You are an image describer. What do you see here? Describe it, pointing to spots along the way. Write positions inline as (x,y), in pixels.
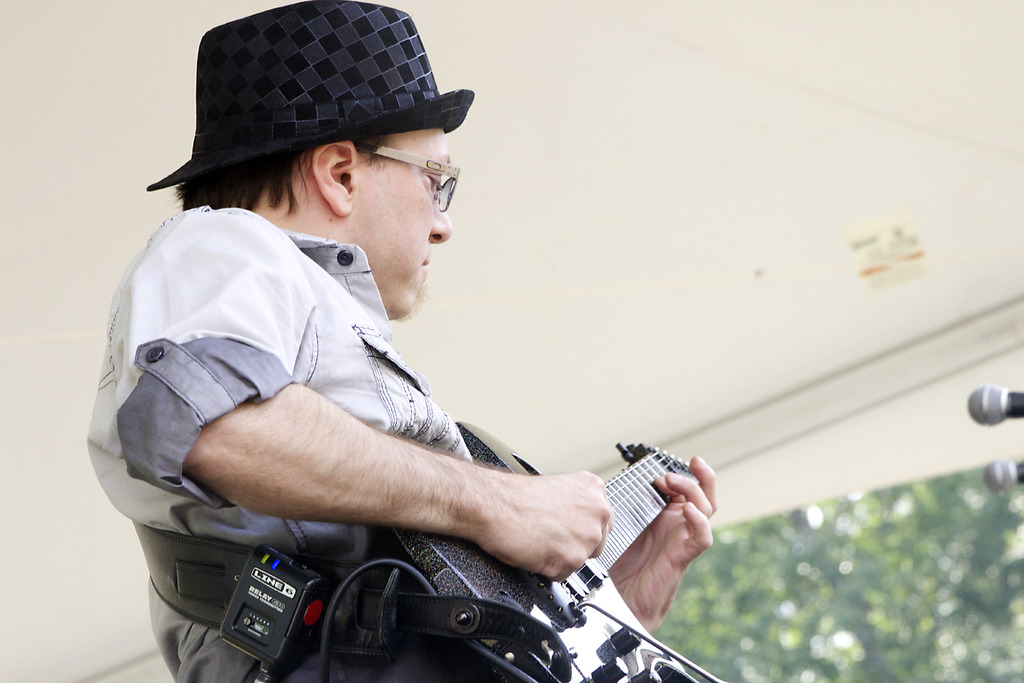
As we can see in the image there is tree (956,524), mic (1001,417) and a man (328,516) holding guitar (583,578) in his hands (662,571).
